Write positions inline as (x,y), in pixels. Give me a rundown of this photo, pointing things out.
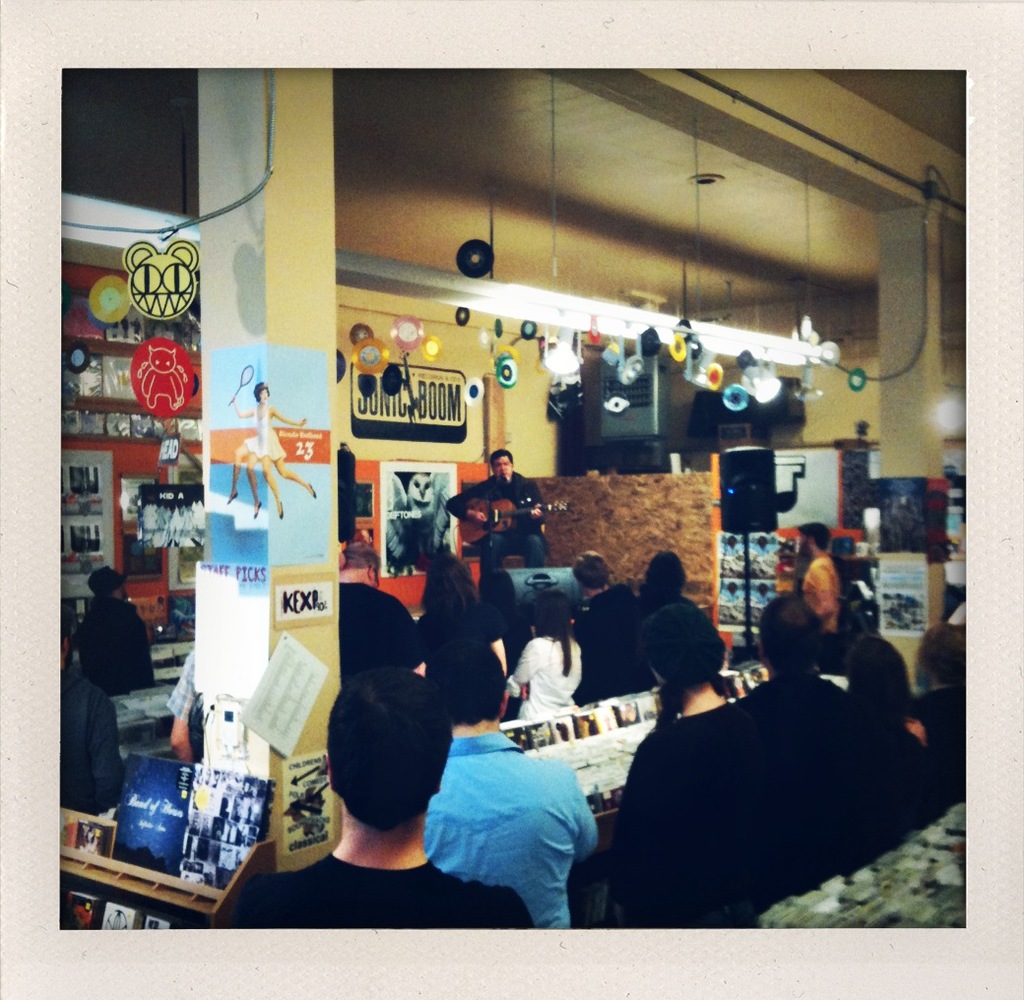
This picture is clicked inside and seems to be an edited image with the borders (927,928). In the foreground (675,723) we can see the group of persons (501,608) and there is a person (520,483) sitting and playing guitar (511,525). On the left (273,363) there is a banner (314,518) attached to the pillar (290,270) and we can see some books (195,840) and many number of objects (180,501). At the top (627,320) there are some objects (619,403) hanging on the roof (629,147). In the background (178,429) we can see many number of objects (170,428).
